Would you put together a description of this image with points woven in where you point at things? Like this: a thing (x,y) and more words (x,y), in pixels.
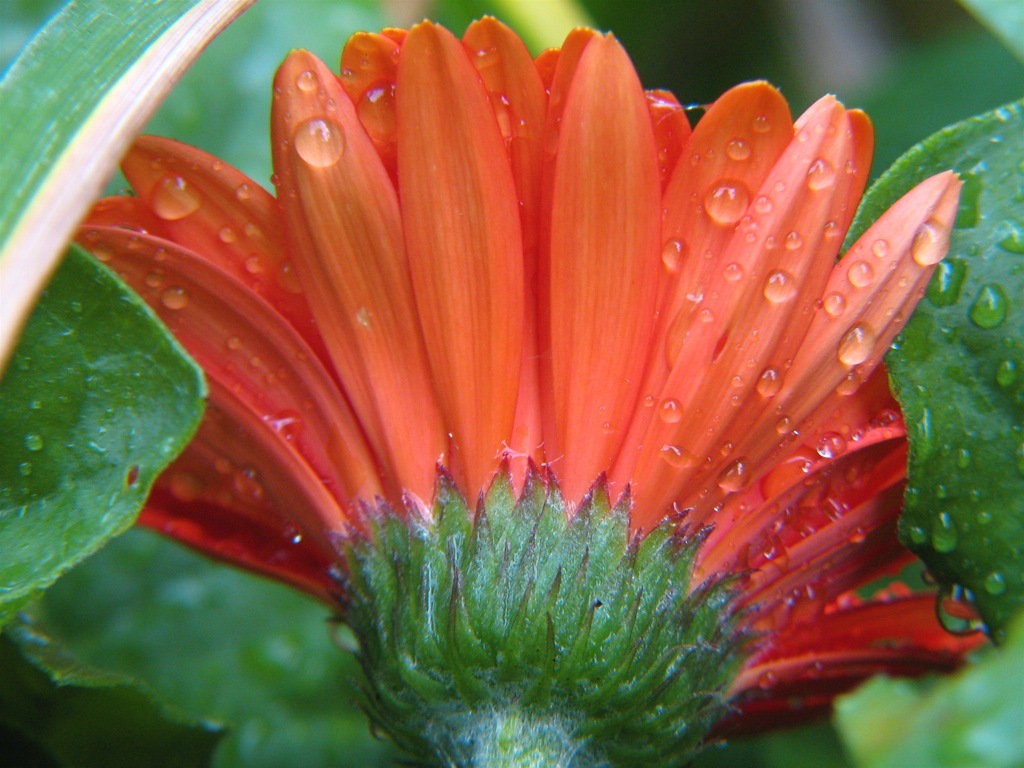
In this image I can see an orange colour flower (413,456) and green colour leaves (163,337) on the both side of it.
